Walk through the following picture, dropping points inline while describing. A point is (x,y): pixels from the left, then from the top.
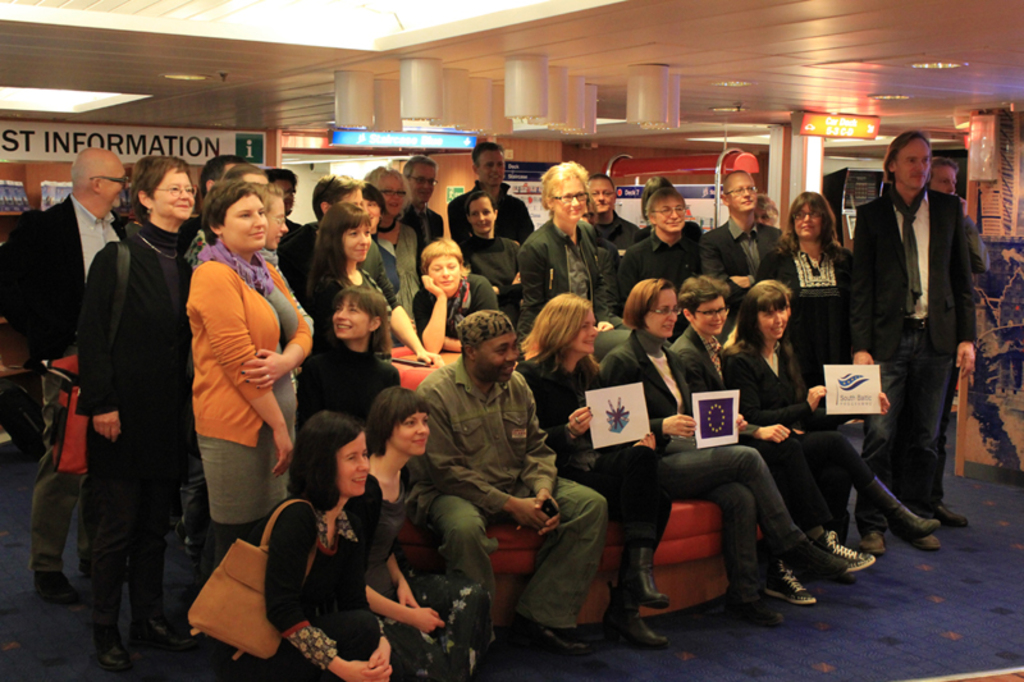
In this picture I can see there are a group of people (555,358) few are sitting and few of them are standing and there are few people (838,286) are wearing spectacles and they are smiling. The men (668,251) are wearing shirts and the women (356,321) are wearing casual clothes (756,475) and there are few pillars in the backdrop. There are lights (362,124) attached to the ceiling (825,33).
